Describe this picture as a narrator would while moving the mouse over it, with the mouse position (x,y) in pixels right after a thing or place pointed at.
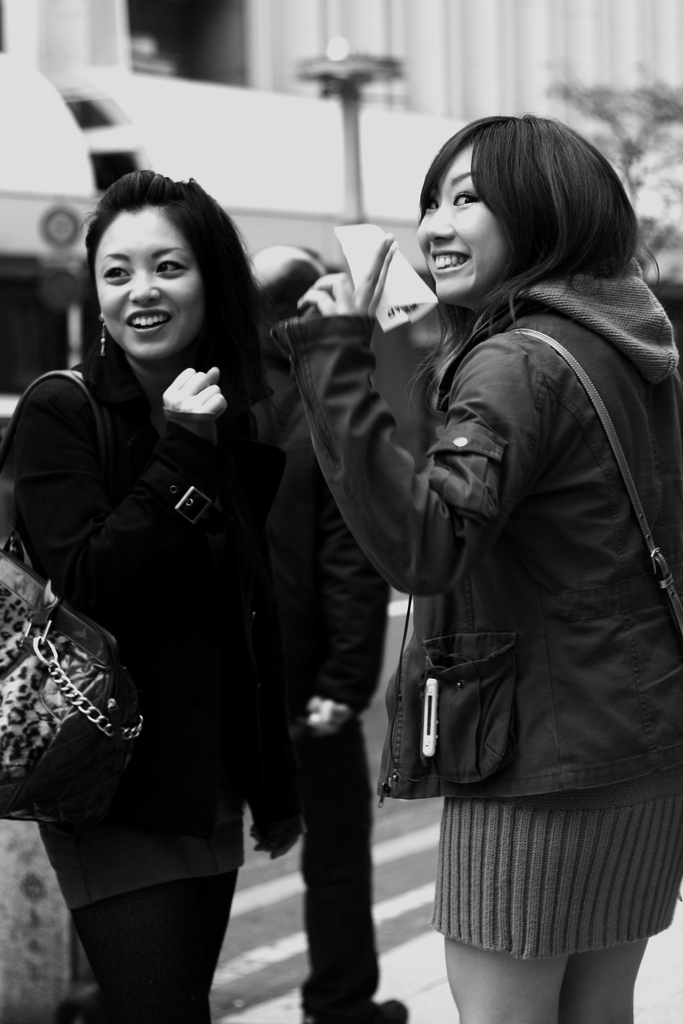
This is a black and white image there are two ladies (573,666) standing. There is a person (312,903) walking. In the background of the image (379,174) there is a building (38,8). There is a pole (347,98).
